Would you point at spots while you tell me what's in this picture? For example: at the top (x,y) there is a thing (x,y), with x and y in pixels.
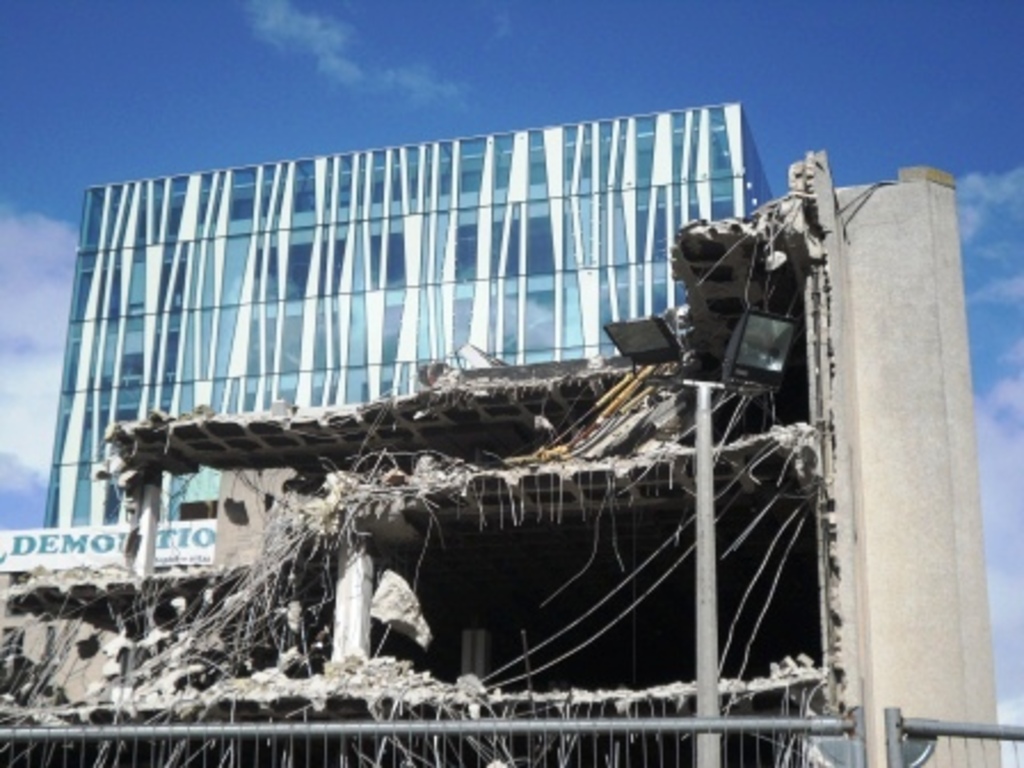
In this image there is the sky (424,75), there are clouds (29,368) in the sky (11,394), there are buildings (399,363), there is a board (176,560), there is text (75,547) on the boards (116,528), there are lights (747,338), there is a pole (712,680).
